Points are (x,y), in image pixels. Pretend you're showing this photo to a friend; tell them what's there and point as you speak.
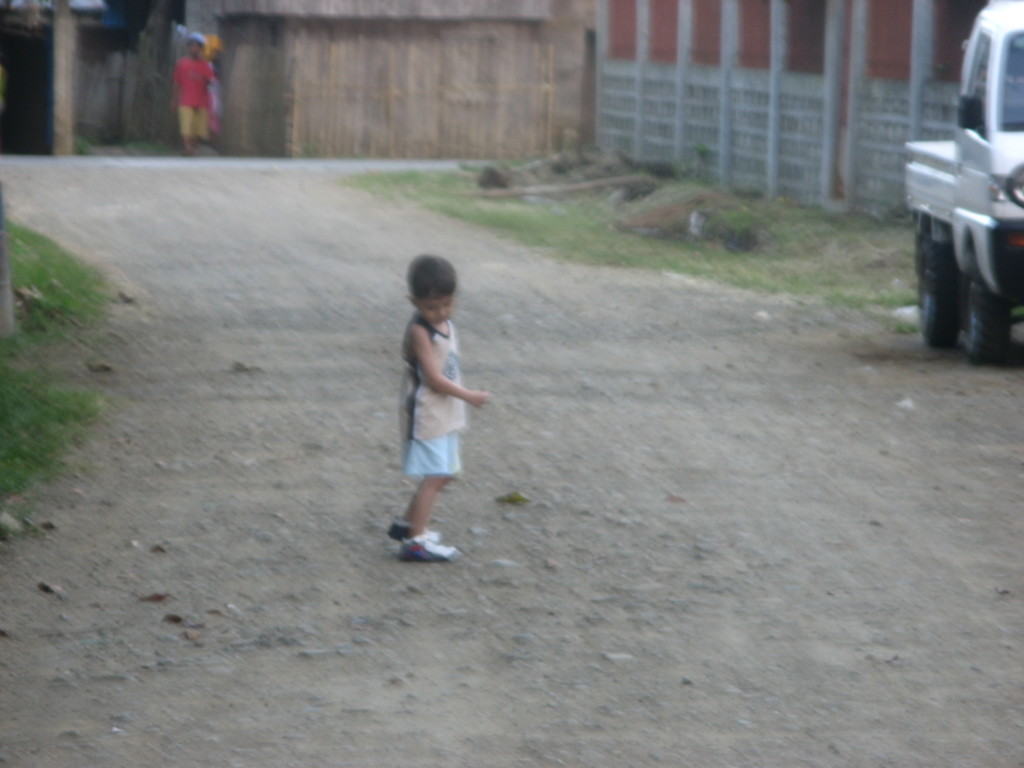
In this image I can see few people (432,276) are on the road (540,515). These people (442,469) are wearing the different color dresses (435,451). To the side of these people (412,348) I can see the vehicle (957,202) and the building (699,124). The vehicle (963,145) is in white color.
